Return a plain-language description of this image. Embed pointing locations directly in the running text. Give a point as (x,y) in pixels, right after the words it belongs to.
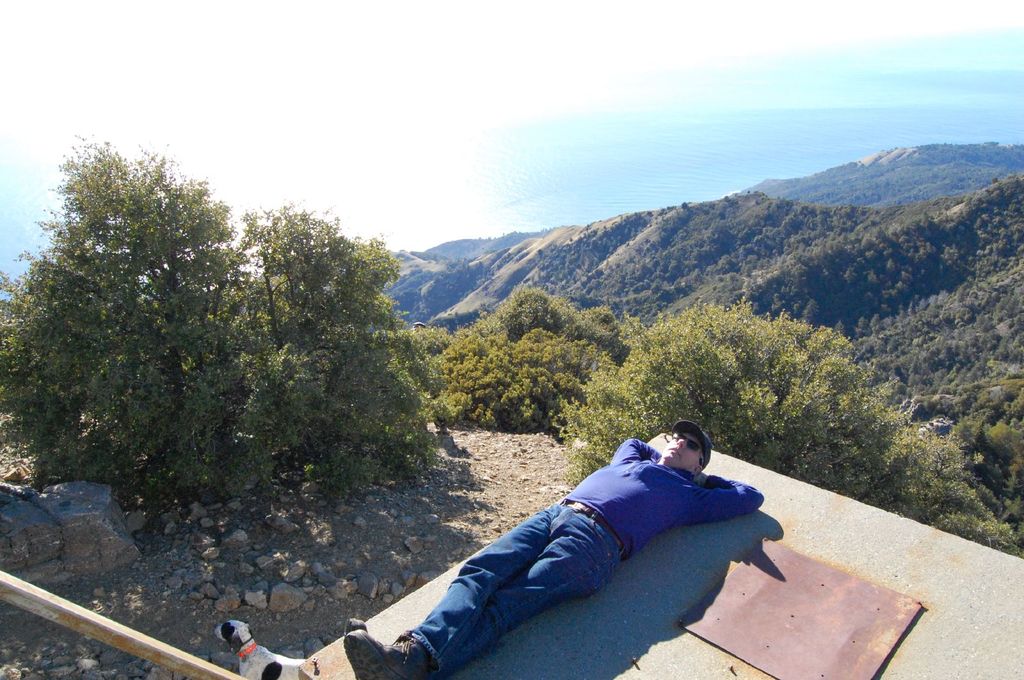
In this image there is a person (643,500) wearing a cap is lying on the surface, behind the person (574,494) there are trees (574,362) and mountains (497,290) and there is a dog (244,624) on the surface (258,555).
